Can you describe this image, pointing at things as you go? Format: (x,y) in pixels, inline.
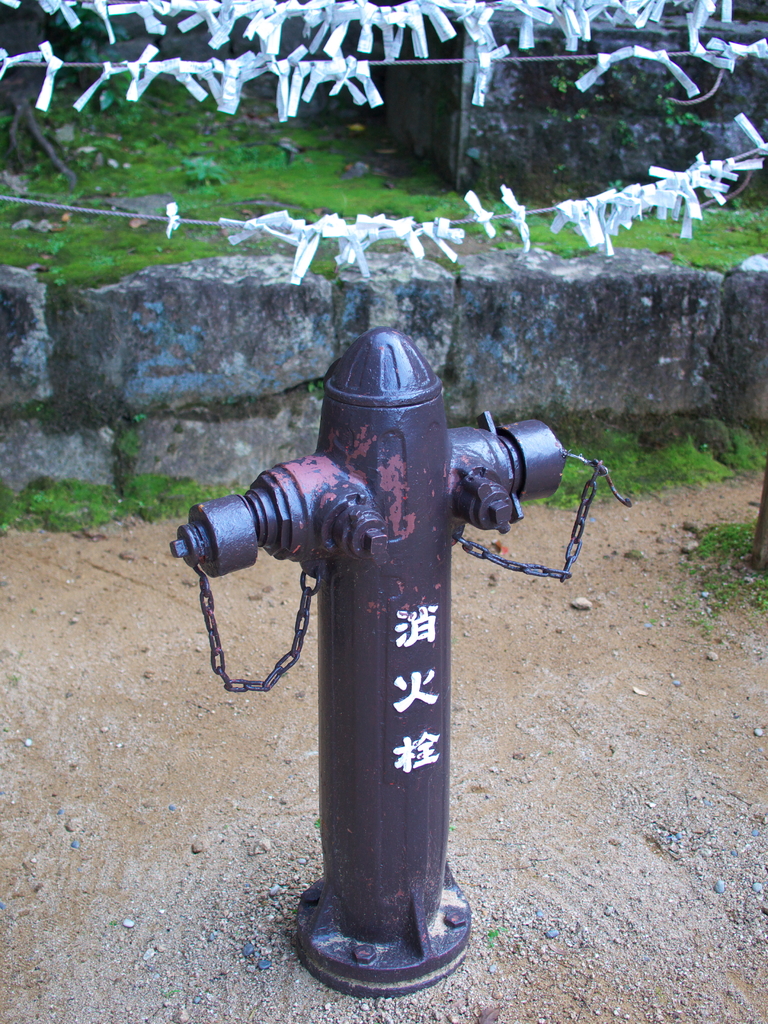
There is a pole (364,416) having chains (206,608) on the ground (537,899). Above this pole (395,892), there are decorative papers (373,222) attached to the threads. In the background (509,305), there is wall (494,274) and there's grass (311,202) on the ground (508,236).
